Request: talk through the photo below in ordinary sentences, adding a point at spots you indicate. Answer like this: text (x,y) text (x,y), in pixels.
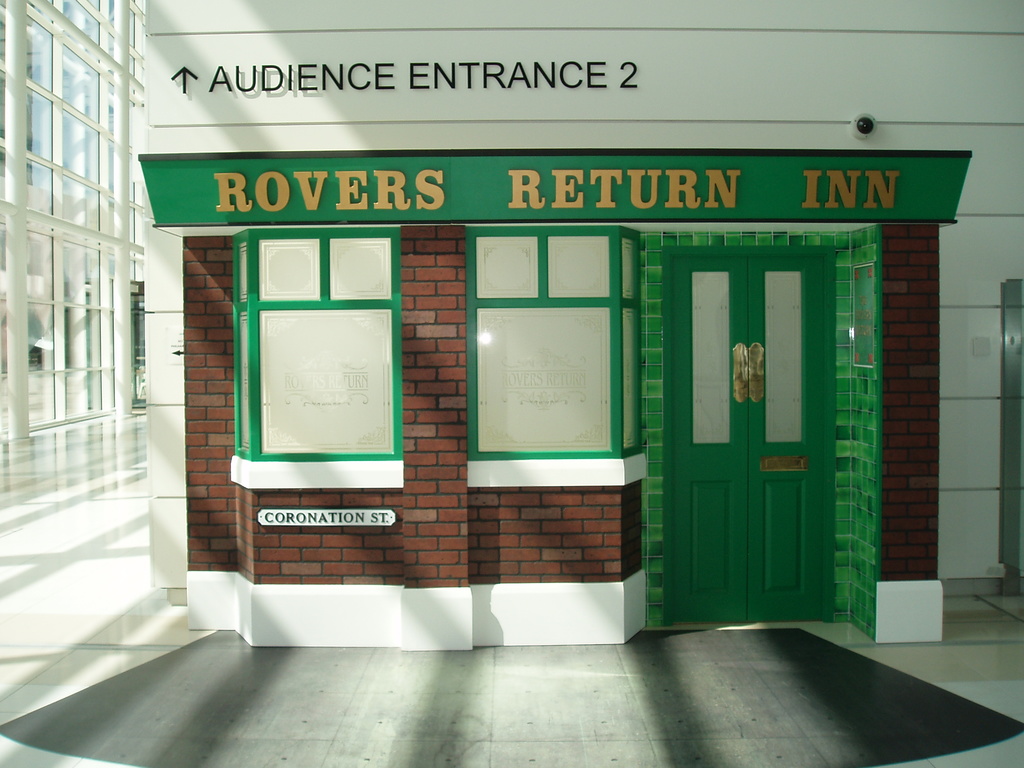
In this picture, we see a building (412,262) in white, green and brown color. It has the windows (629,407) and a green door (775,463). On top of the building (403,218), we see some text (724,200) written. On the left side (17,24), we see the pillars (22,218) and glass windows (48,119).
